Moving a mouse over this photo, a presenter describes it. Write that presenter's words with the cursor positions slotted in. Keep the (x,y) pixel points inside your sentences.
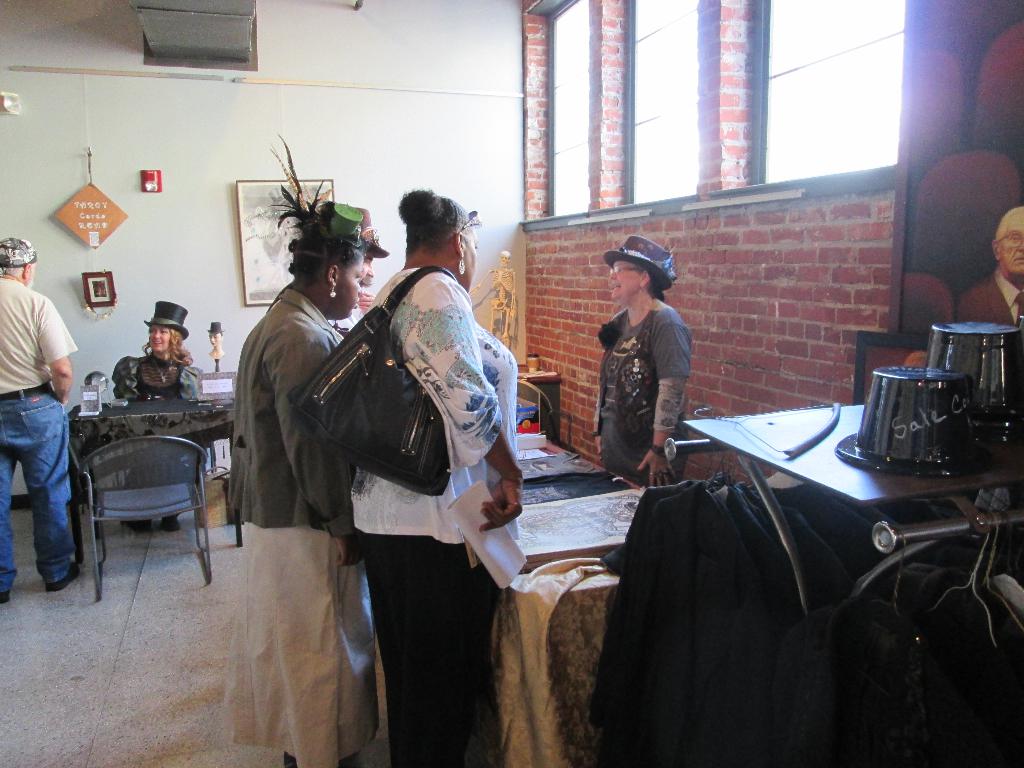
In this image there is a woman (181,364) to the left side (190,361) is sitting on chair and talking with another man (27,296) and to the right side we have woman (622,356) standing and explaining to the other three people (408,320). In the middle (473,404) there is a woman (473,452) who is holding a bag (351,378) and a paper (494,554) in her hand (488,519). At the background (214,162) there is a wall (208,160) with a photo frame (249,230) and to the right side (687,133) there is a brick wall (786,239) with a windows (797,137) attached to it. The woman (661,351) who is standing at the right side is having a cap (636,250) and spectacles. There is a skeleton (508,284) in the wall (505,236). To the left side (153,427) there is a table (187,419) on which there are toy (221,351), glass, on the right side (983,509) there is a hangers (725,473) and a stand (786,472).
